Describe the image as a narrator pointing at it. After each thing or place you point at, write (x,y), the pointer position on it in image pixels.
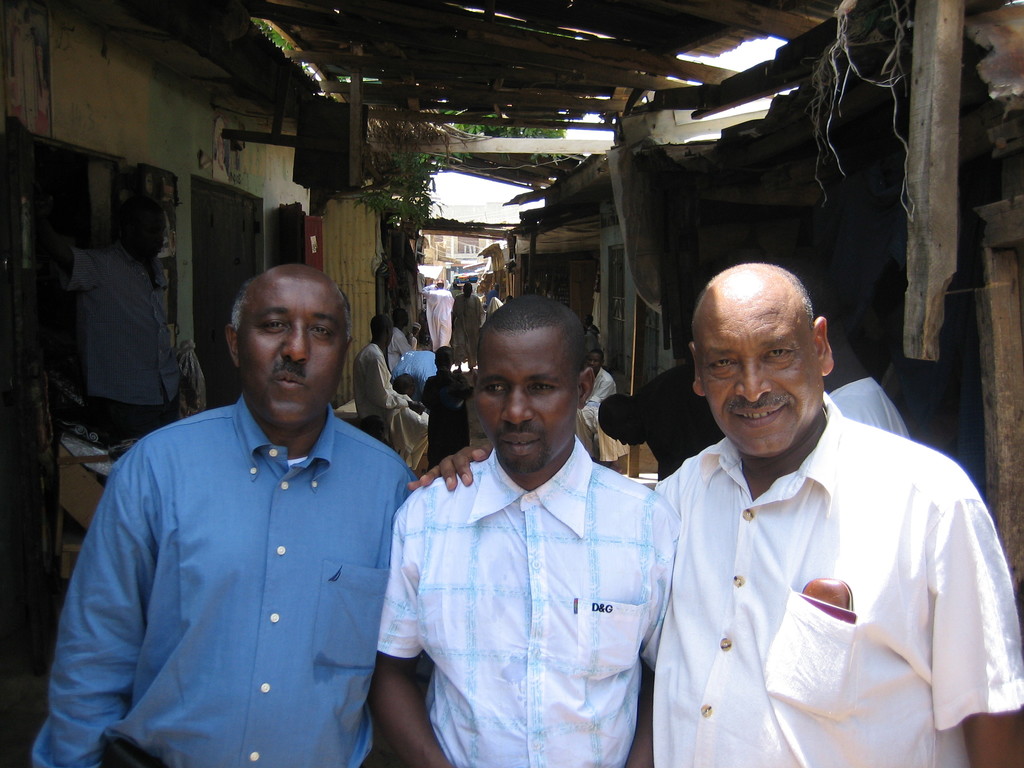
The picture is taken in a street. In the foreground of the picture (553,579) there are three men (447,566). At the top (450,79) it is roof (376,96). On the left (200,173) there are houses (204,228) and people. On the right (769,204) there are houses (537,290). In the background (429,323) there are people (457,317) and buildings (459,245). At the top (413,191), in the background (419,160) there are tree (419,179).
